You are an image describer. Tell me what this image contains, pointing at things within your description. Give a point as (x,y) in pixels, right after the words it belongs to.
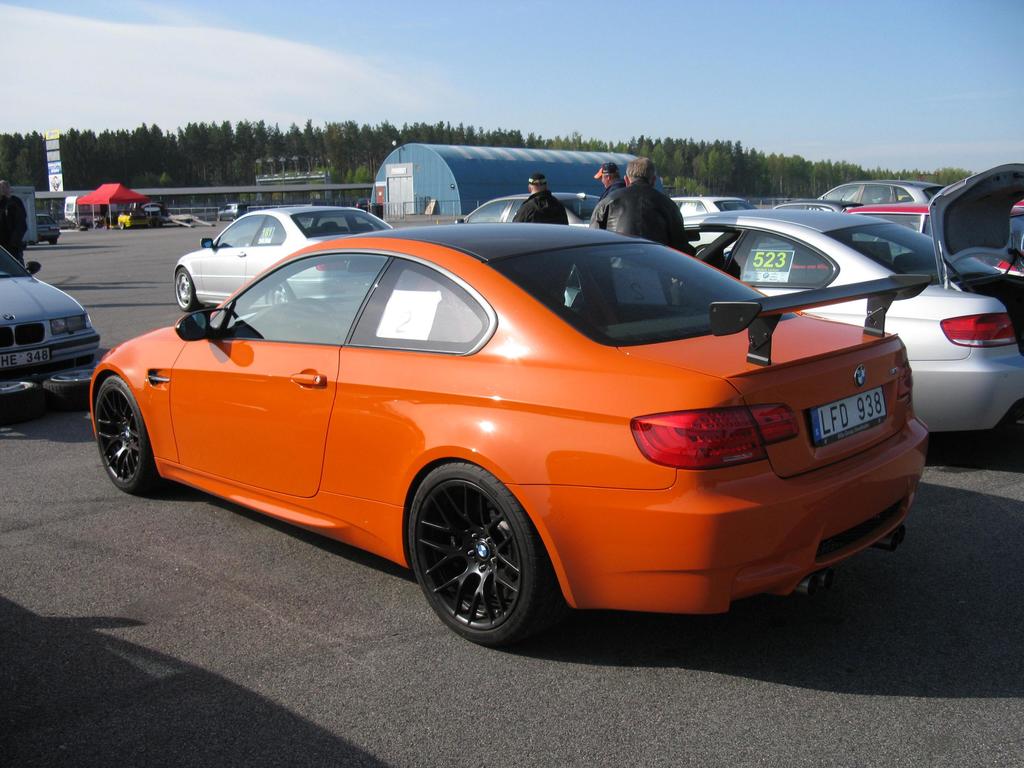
In this image in the foreground (558,274) there are some cars (490,289), and in the center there are some people (599,199) who are standing. At the bottom (161,532) there is a road (919,619), in the background (672,161) there are some trees (237,172) and buildings (286,182). On the top of the image (262,71) there is sky (598,96) and on the left side (58,139) there are some hoardings (55,168) and boards (55,168).
